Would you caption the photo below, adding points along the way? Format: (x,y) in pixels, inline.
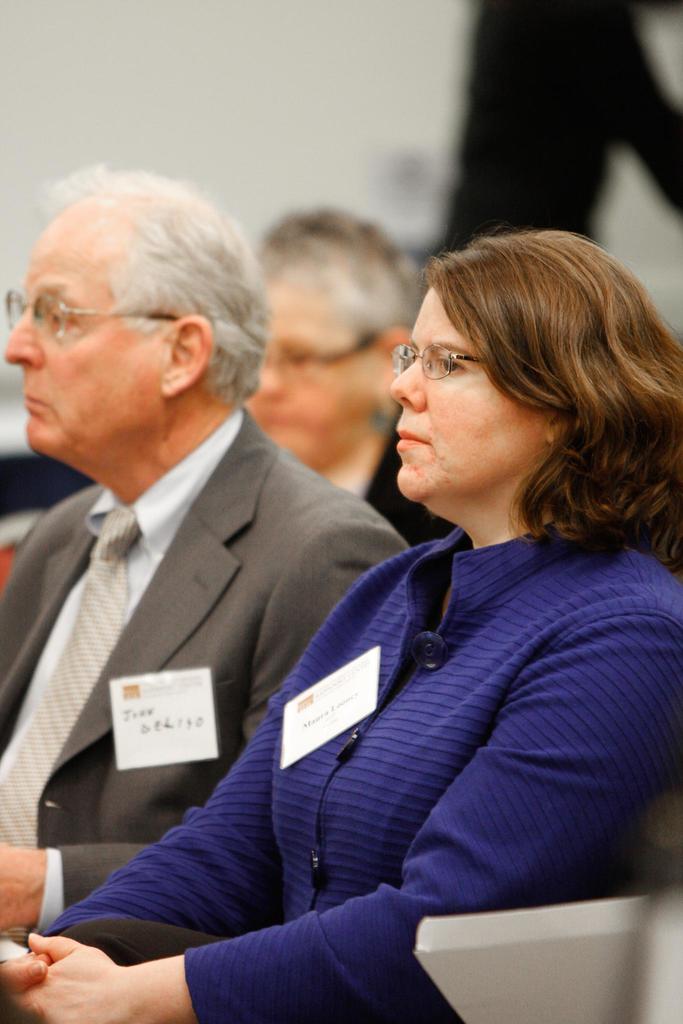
In the center of the image (287,483) we can see three persons (393,479) are sitting. At the top of the image (300,116) wall (322,103) is there.
